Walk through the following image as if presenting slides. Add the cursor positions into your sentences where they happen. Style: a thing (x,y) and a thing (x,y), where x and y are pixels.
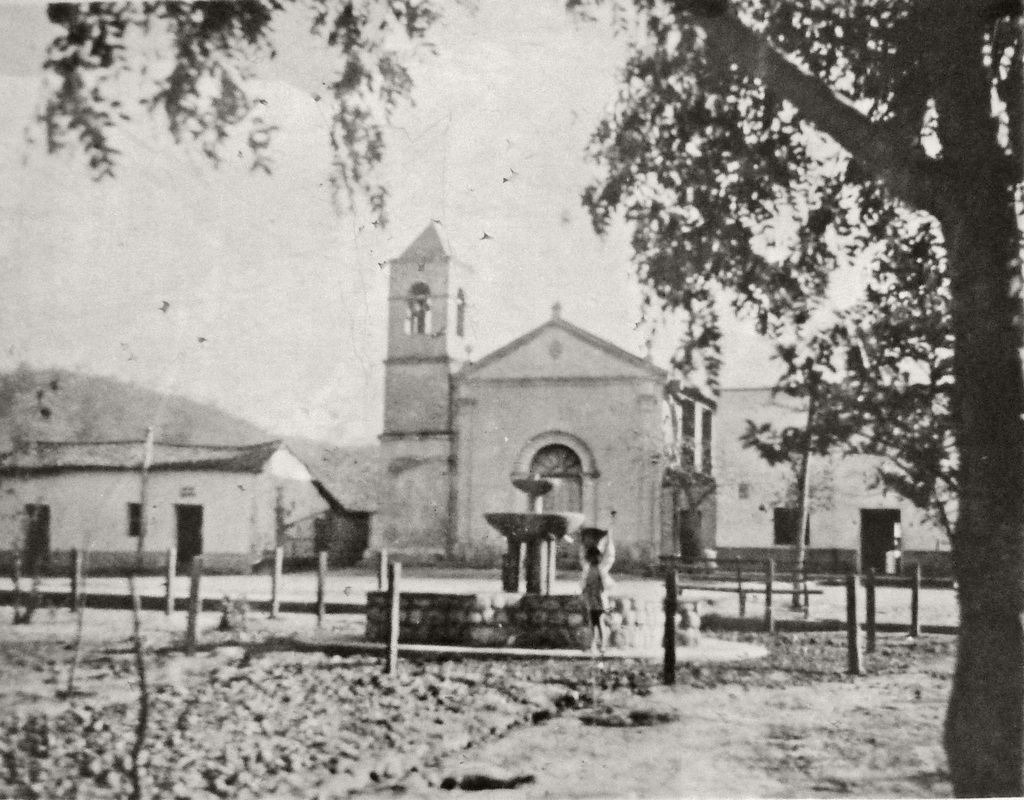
In this image I can see there is a fountain (561,626), wooden poles (874,596), a tree (936,318) at the right side (869,146) and there are few buildings (178,505) in the background (53,480). I can see the sky (204,255) is clear, the image is in black and white color and it is blurred.
